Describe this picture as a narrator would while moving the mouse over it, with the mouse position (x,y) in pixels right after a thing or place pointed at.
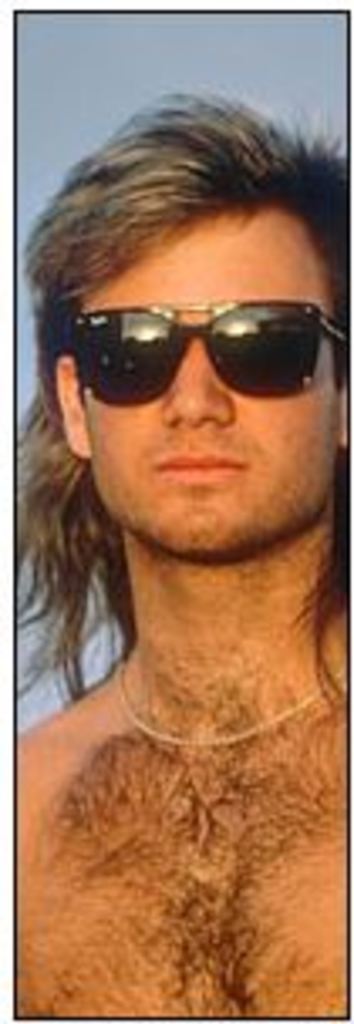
In this picture we can see a man (241,1003). This man (301,421) wore goggles (291,331). Background (323,80) is in blue color.
